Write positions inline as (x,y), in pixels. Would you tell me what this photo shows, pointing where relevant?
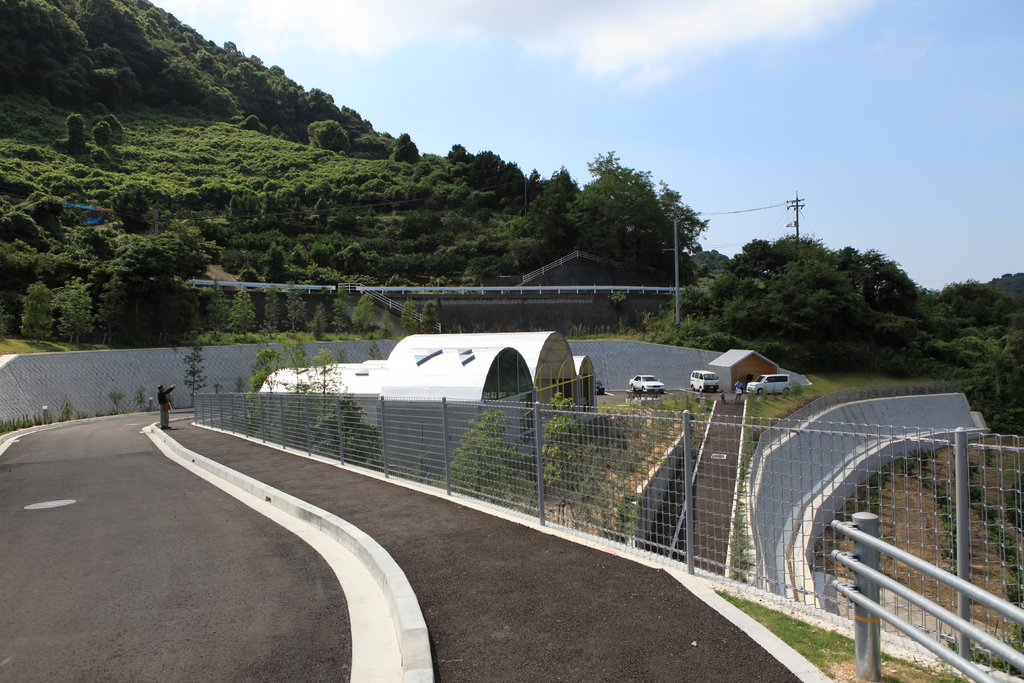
This picture shows many trees (927,345) and few cars (707,378) parked and we see a house (723,381) and a electrical pole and blue cloudy sky (825,60) and we see a metal fence (320,421) and a man (167,423) standing on the road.
